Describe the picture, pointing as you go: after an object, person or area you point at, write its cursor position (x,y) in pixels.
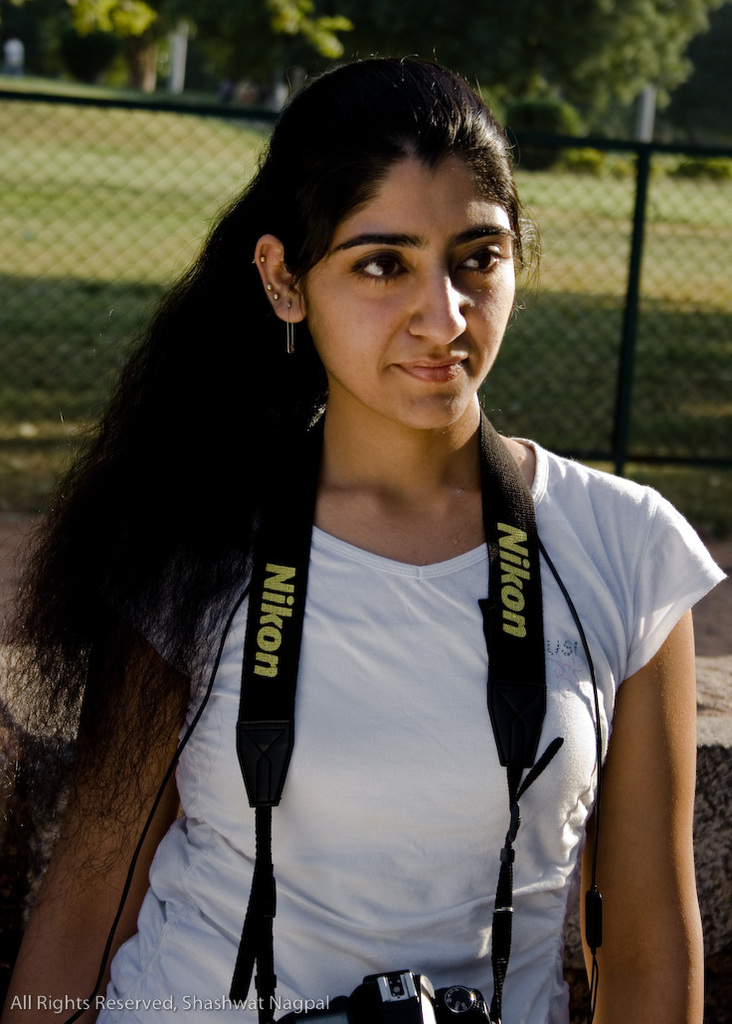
In this image in the front (376,685) there is a woman (389,692) wearing a camera (271,770) which is black in colour with some text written on it and in the background (557,238) there is a fence (557,238), there's grass (107,213) on the ground (731,196) and there are trees (97,62).
